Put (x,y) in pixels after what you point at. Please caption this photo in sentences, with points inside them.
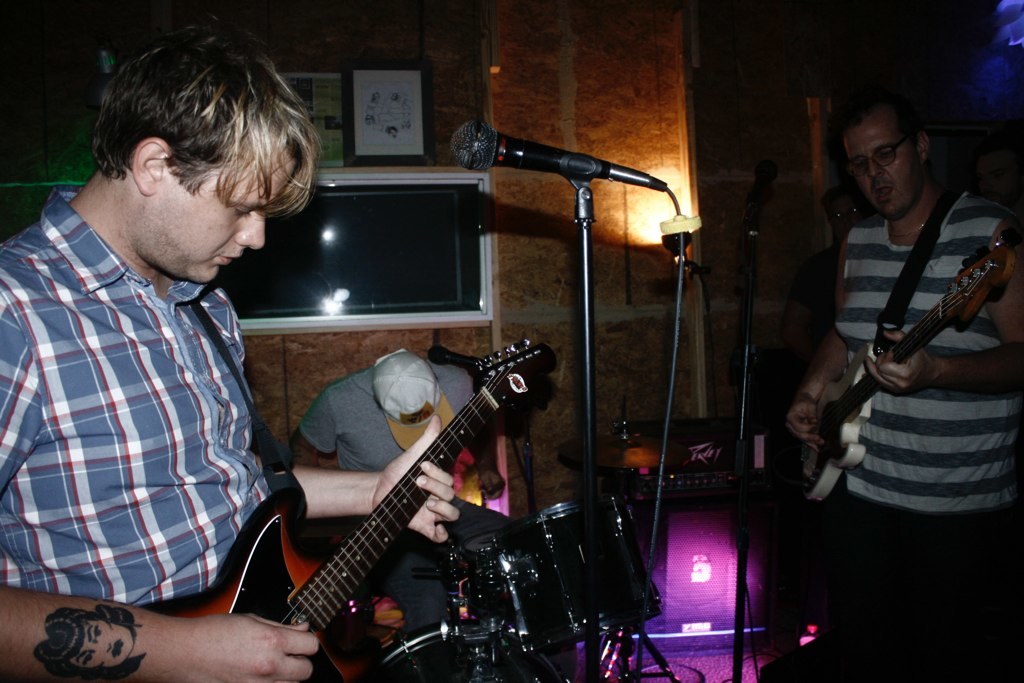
In this image i can see three persons (819,373) playing musical instrument (376,529) at the back ground (426,244) i can see a screen (424,189), frame (419,116) and a wall (477,91).
